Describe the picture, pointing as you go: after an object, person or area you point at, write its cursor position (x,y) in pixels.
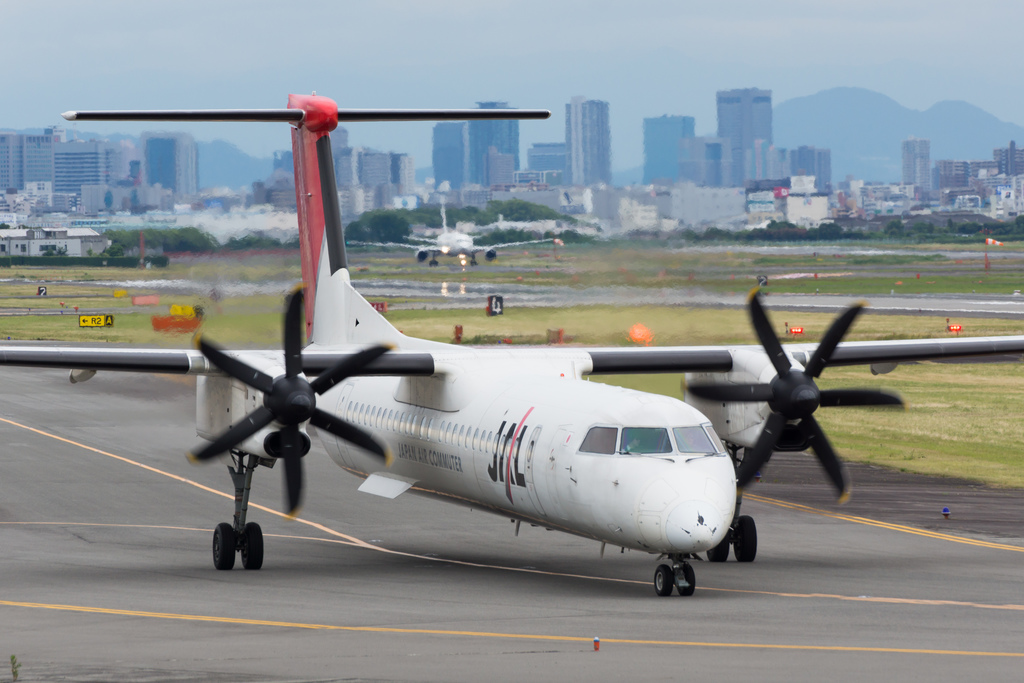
In the picture we can see an aircraft (227,539) on the runway (917,658) and behind it, we can see the grass surface (966,385) and far away from it, we can see other aircraft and in the background (984,85) we can see the trees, buildings (34,188), hill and the sky (851,48).
